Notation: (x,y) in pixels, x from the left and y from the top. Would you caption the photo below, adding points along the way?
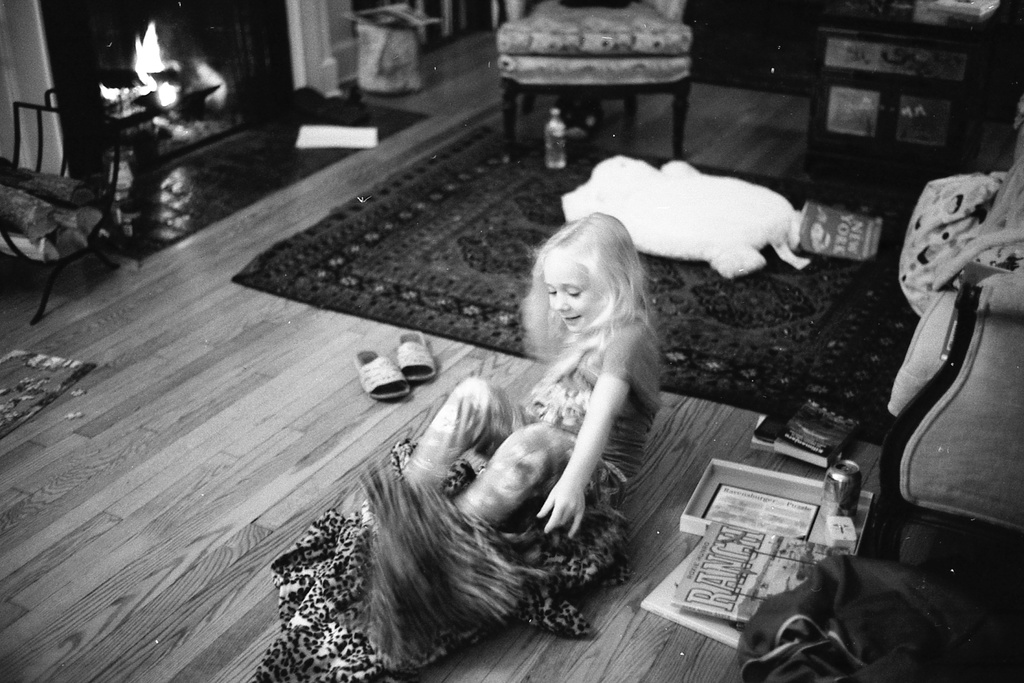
In this picture I can see a girl (619,328), there are books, sandals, tin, box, paper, toy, carpet (750,396), bottle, there are chairs (998,400), fireplace (290,106) and some other items (386,44).
